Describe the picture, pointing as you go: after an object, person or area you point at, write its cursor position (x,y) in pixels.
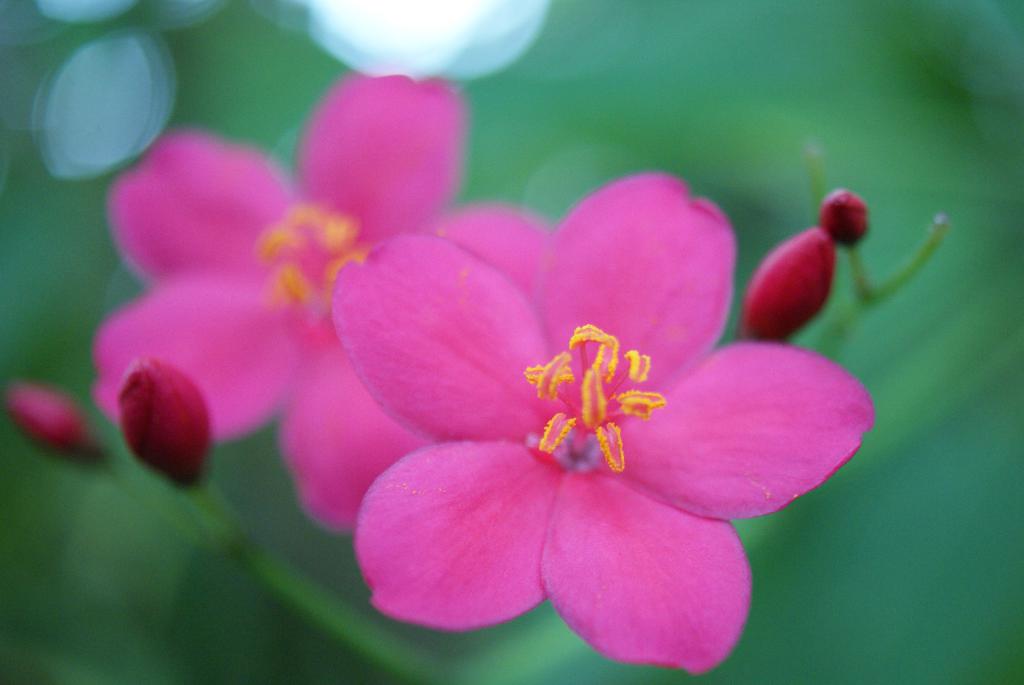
In this picture I can observe pink color flowers (384,292). The background (157,558) is completely blurred which is in green color.
